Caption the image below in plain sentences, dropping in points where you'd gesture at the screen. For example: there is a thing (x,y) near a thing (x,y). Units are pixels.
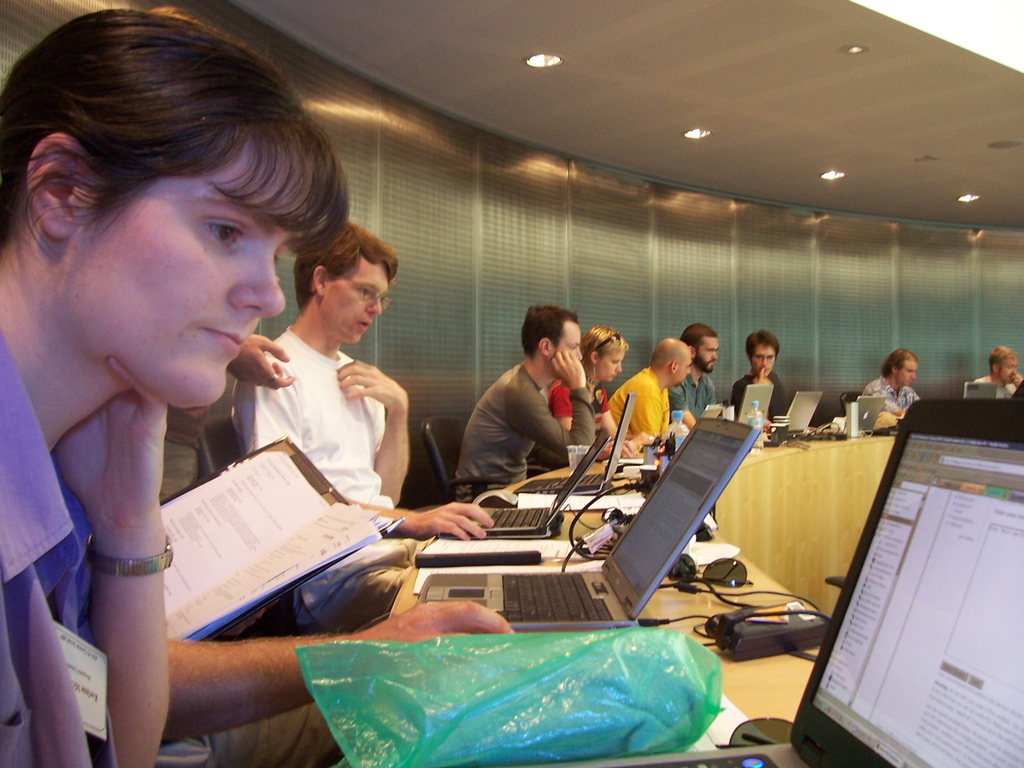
In this picture there are group of people (705,402) sitting. There are laptops (802,755) and there are wires (624,485) and bottles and there is a cover (581,647) and goggles (719,567) on the table (801,569). There is a person (92,629) sitting and holding the book (251,563). At the top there are lights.
